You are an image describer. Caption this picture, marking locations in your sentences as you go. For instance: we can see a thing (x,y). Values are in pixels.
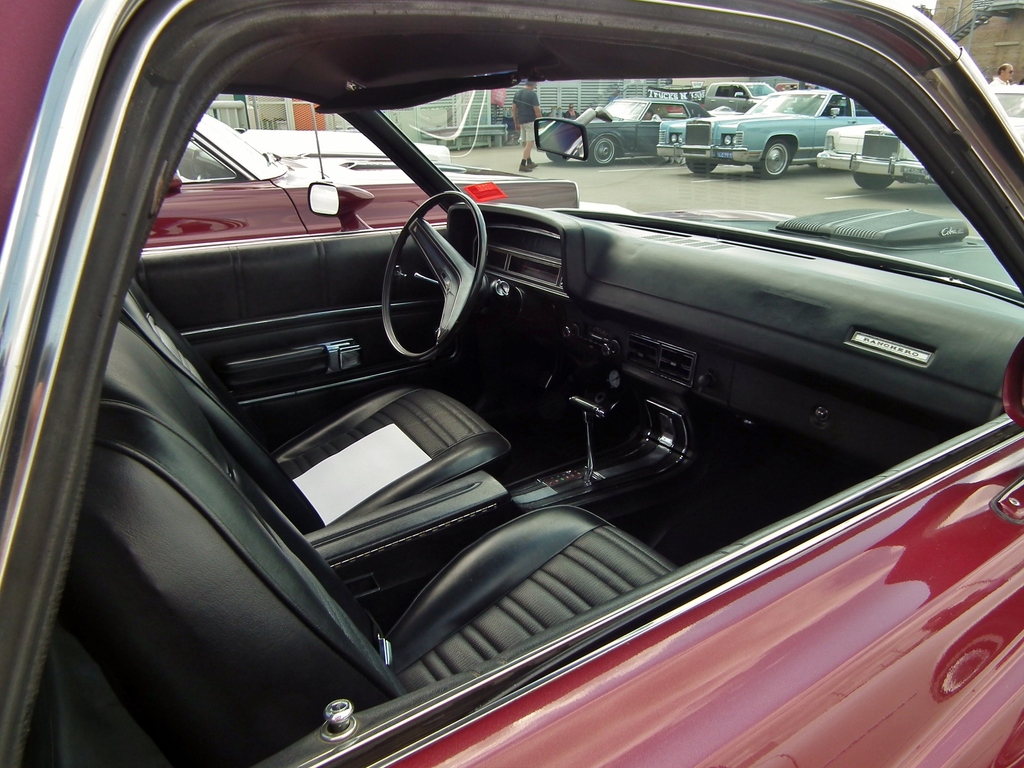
In this picture I can see few cars (580,428), in the background (520,149) I can see a man (522,132) is walking on the road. On the right side (1002,85) there is another man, in the top right hand side (968,48) I can see the staircase (991,13).
